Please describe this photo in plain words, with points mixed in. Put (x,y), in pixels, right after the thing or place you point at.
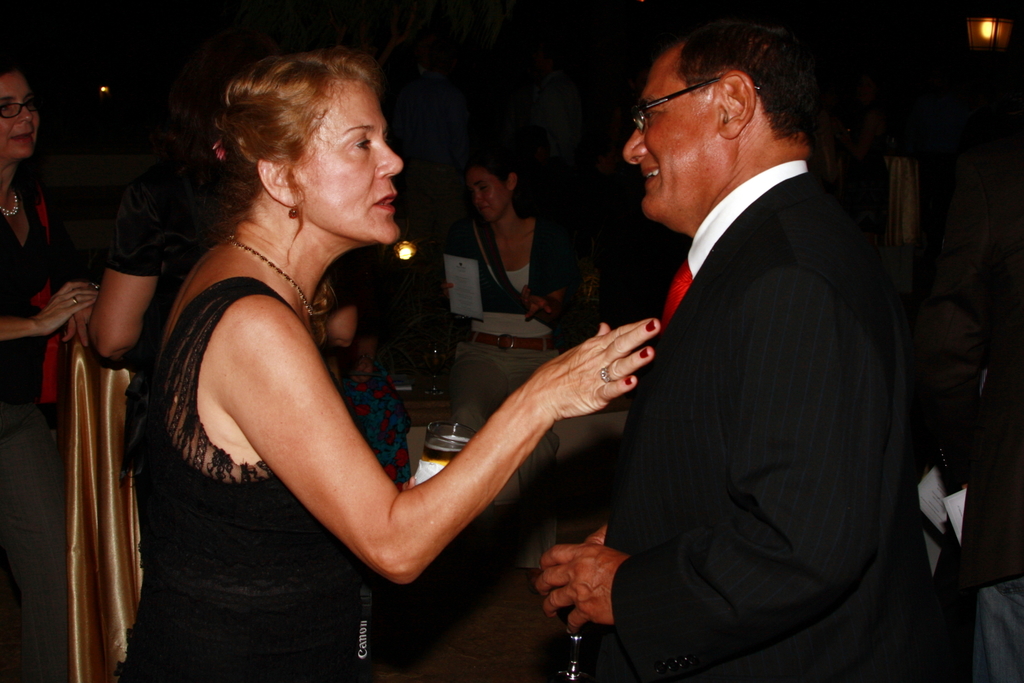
In the foreground of the picture (245,425) I can see two persons (841,334). I can see a man (614,613) on the right side (863,613) wearing a suit (760,252) and tie (671,283). There is a smile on his face (686,201) and he is holding a glass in his hands (591,557). There is a woman (366,500) on the left side (183,471) wearing black color clothes (188,605) and looks like she is speaking. In the background (550,283), I can see a few persons (523,213). I can see a lamp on the top right side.
